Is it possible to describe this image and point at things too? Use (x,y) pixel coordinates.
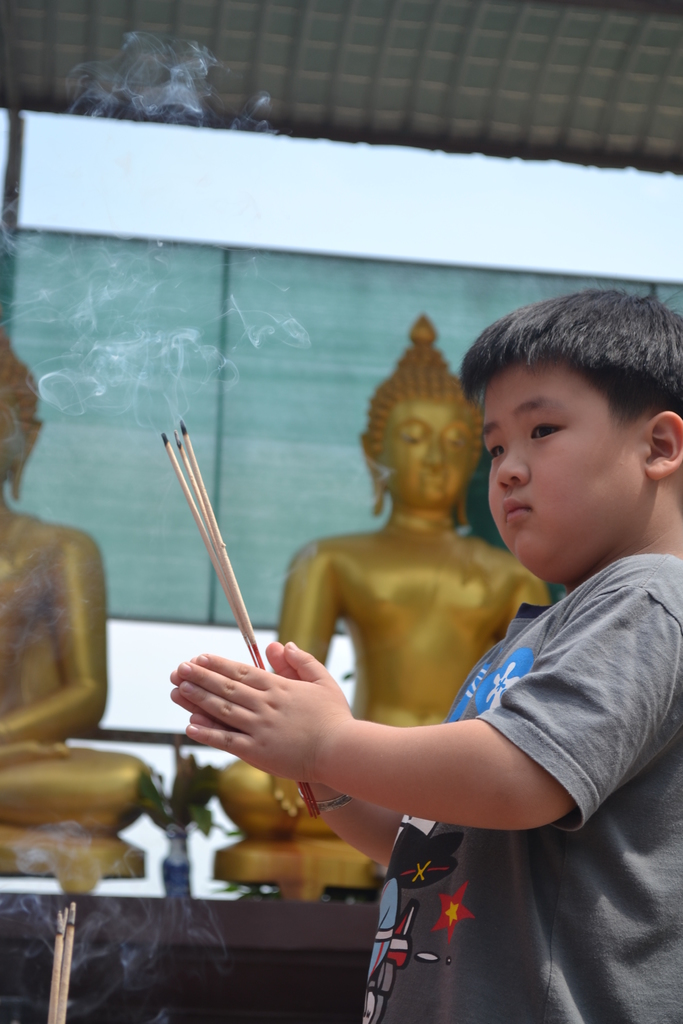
In the picture there is a kid (375,767) he is holding three sticks (208,500) in his hand (243,737), behind him on a table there are two golden color sculptures (112,816) in the background (171,569) there is a green color wall (440,322).
